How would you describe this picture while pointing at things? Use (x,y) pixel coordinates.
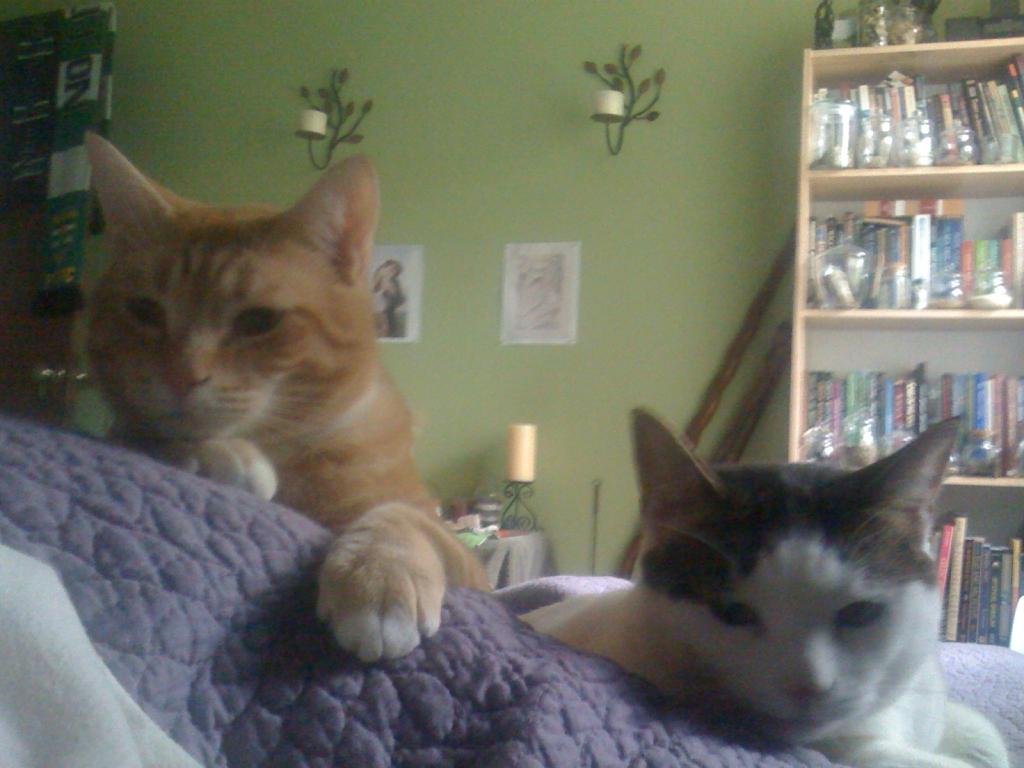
As we can see in the image there is a wall (449,234), rack (964,306) filled with books (999,424), cats (679,549), papers (540,266), lamp (529,453) and a table (512,542).
